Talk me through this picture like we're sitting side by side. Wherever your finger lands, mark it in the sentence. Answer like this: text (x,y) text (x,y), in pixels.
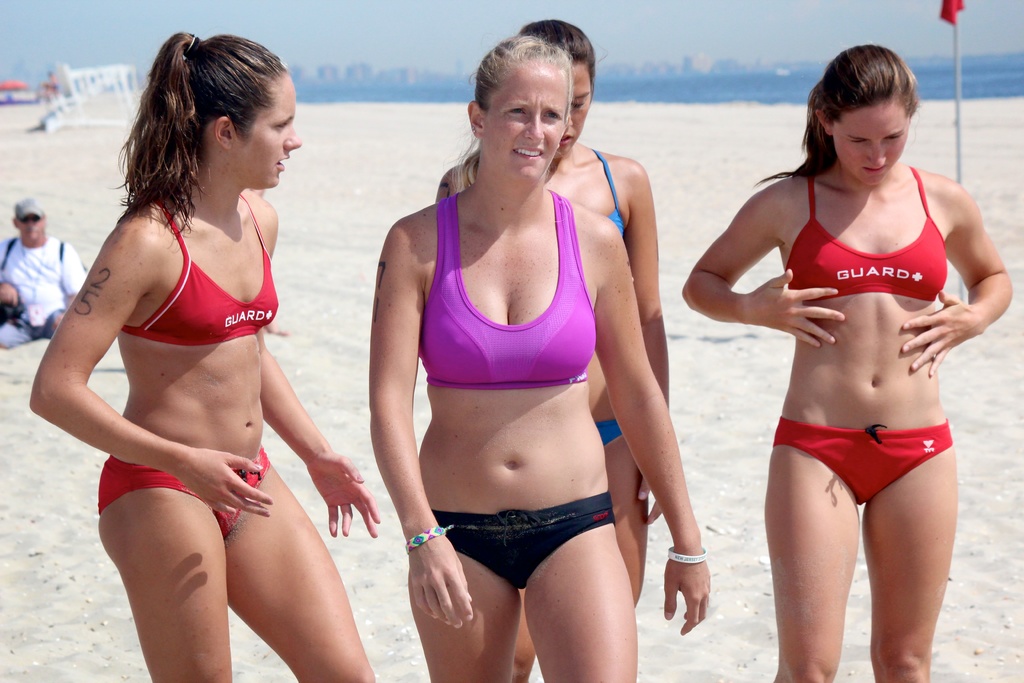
In this image, there are a few people (619,343). Among them, we can see a person (15,267) sitting. We can see the ground (17,555) covered with sand (43,576) and some objects (954,41). We can also see some water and the sky (419,56). There are a few buildings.
